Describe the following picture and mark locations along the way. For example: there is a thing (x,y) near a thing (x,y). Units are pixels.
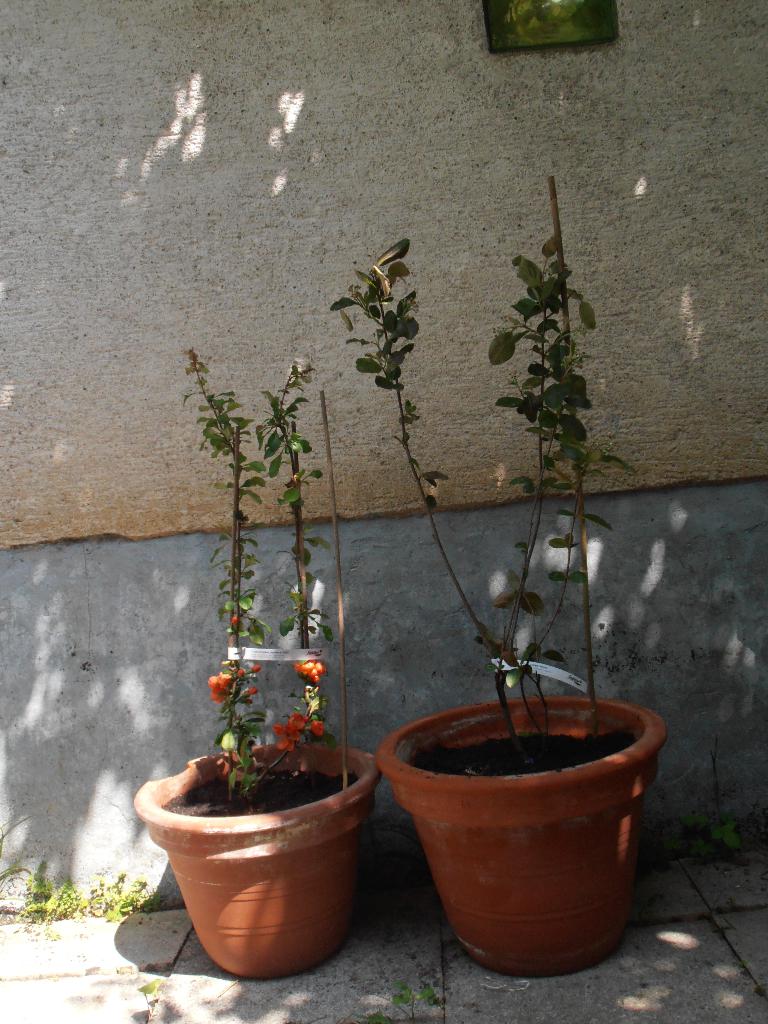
In this image there are plants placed in the flower pots (502,895). In the background (361,421) there is a wall (263,146) and we can see a frame (544,48) placed on the wall (27,596).
